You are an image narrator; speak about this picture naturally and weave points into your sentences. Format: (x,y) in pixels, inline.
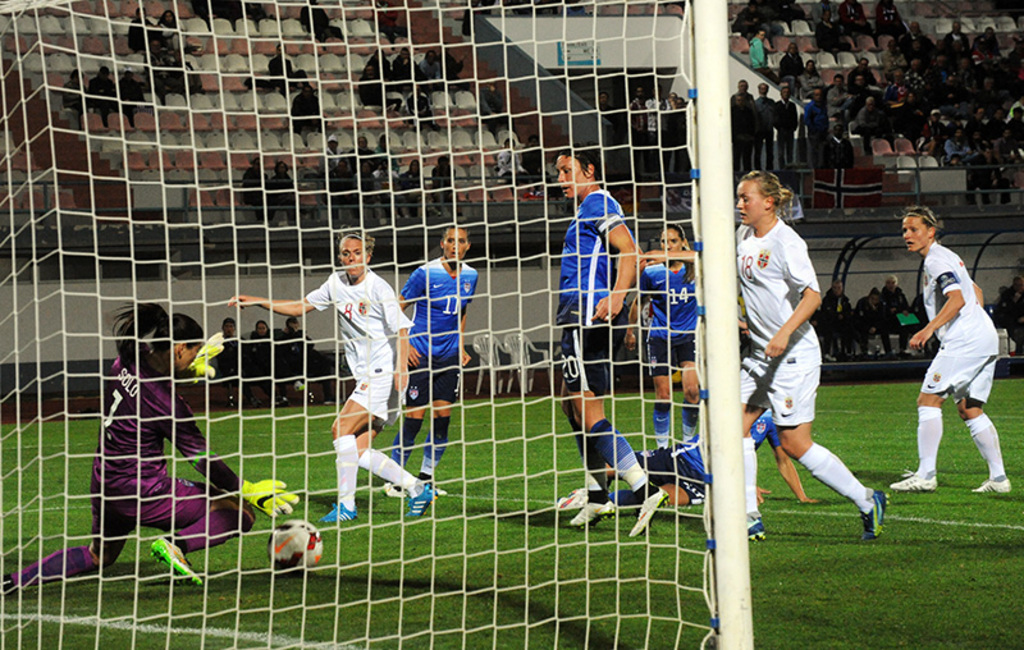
Here in this picture we can see a group of women (773,319) playing football (300,551) in the ground (485,445) and in the front (581,438) we can see a goal post (699,32) with net (447,554) on it present over there and on the left side (136,434) we can see a woman (136,434) with gloves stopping the football (292,536) present on the ground (317,497) over there and beside them we can see other number of people (312,351) sitting on chairs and we can also see other people (385,140) present in the stands (326,98) over there and we can see some people (679,120) are standing over there.
